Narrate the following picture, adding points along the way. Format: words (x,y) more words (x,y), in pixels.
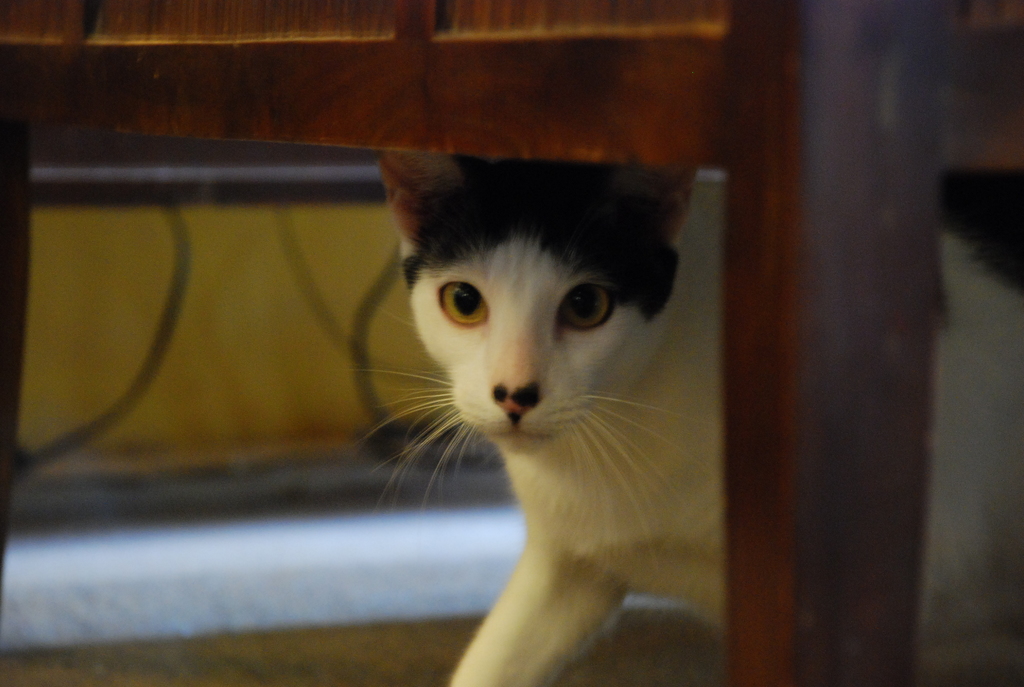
In the picture we can see a wooden frame bench (893,534) under it we can see a cat (638,261) which is white in color with some black color part (653,318) of its head (634,238).
